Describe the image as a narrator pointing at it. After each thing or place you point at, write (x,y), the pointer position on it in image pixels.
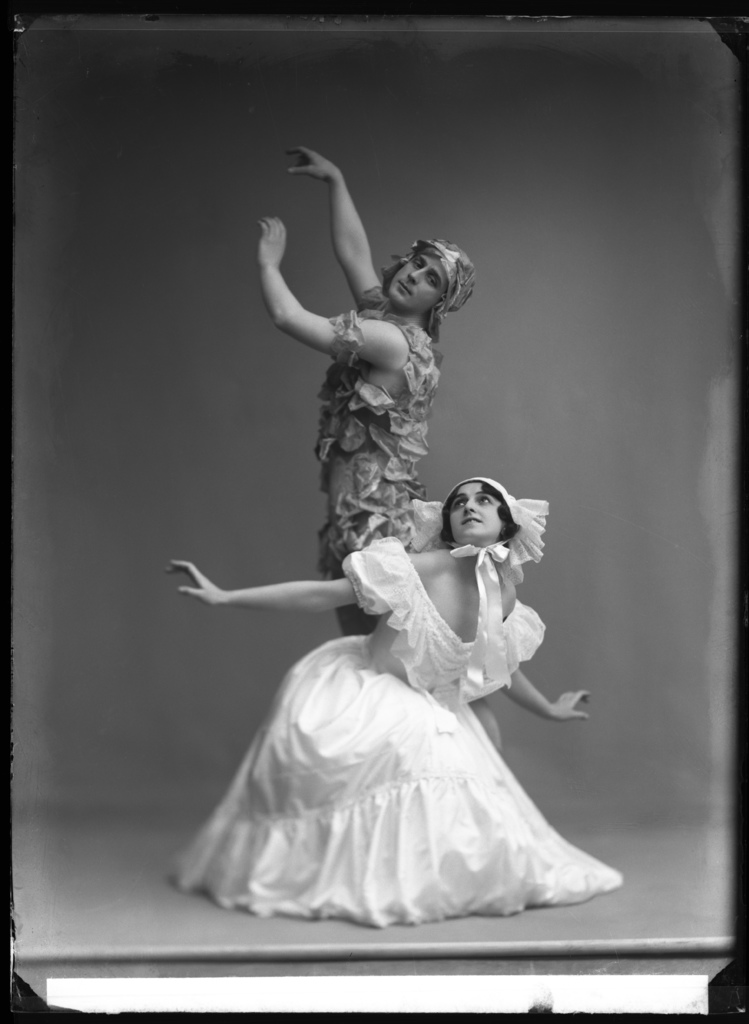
In this picture we can see a man (397,485) and a woman (496,514), they are wearing costumes (422,397), it is a black and white image.
